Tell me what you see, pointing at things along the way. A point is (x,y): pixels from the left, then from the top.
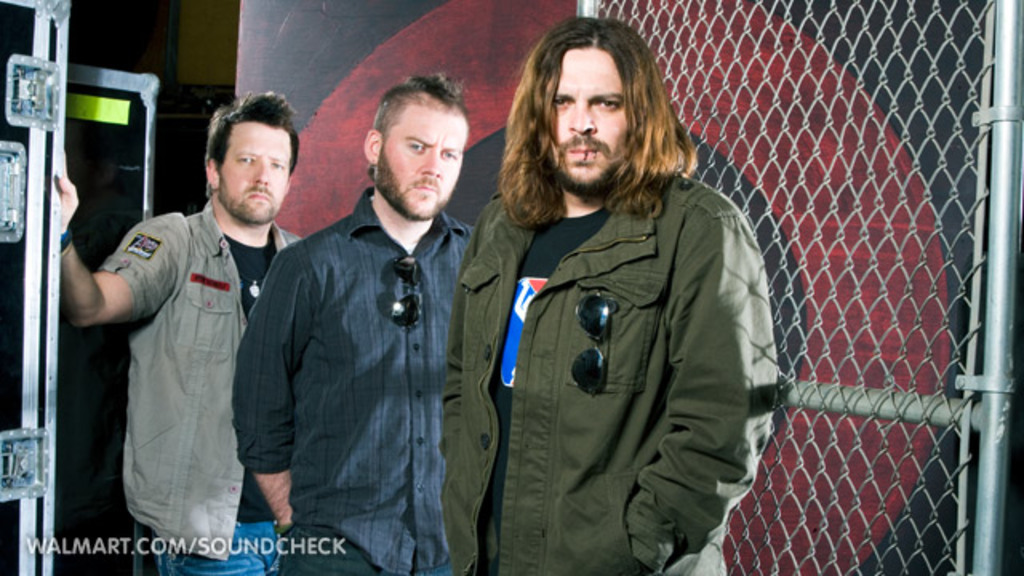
In this image I can see three persons (390,223) visible in front of fence (905,71), on the left side (40,217) there is a door (19,258), at the bottom (157,554) there is a text (267,545).
